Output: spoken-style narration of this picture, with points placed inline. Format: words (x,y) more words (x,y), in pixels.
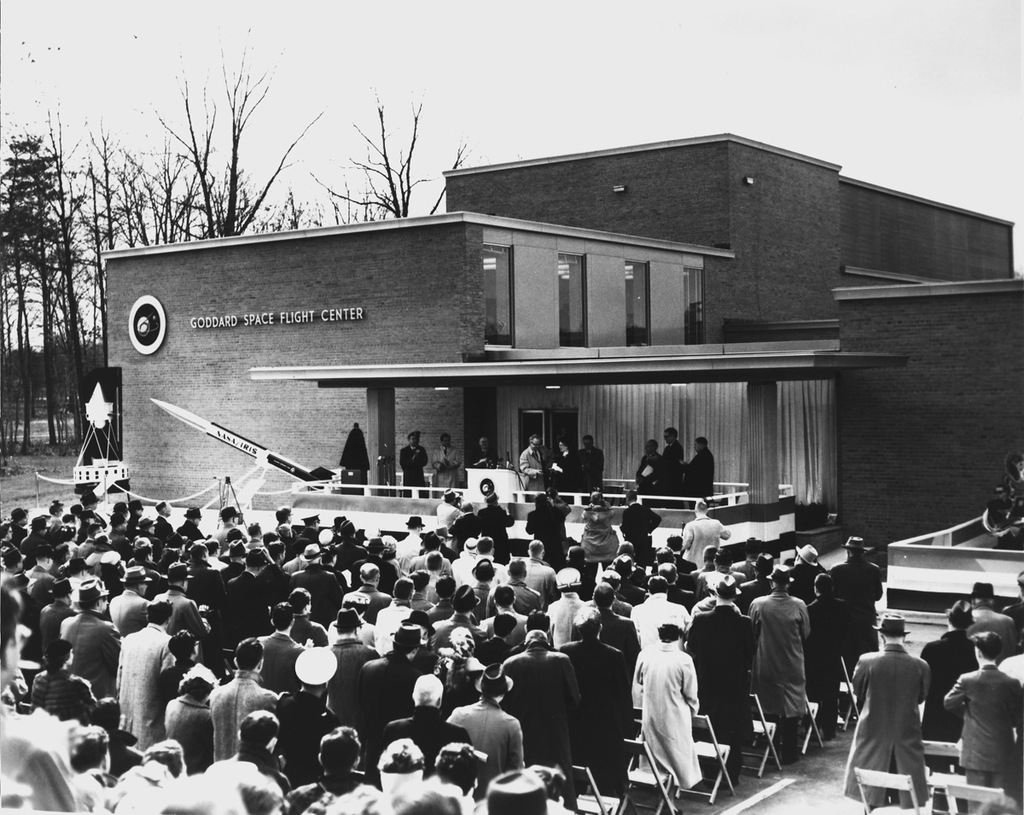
This picture is clicked outside. In the foreground (453,728) we can see the group of people (600,614) seems to be standing on the ground (816,749) and we can see the chairs (817,728). In the center (559,482) we can see the group of people (410,460) and we can see the microphones (500,466) and a podium (484,491) and some other objects (400,492) and we can see the lights (553,387), building (405,347), text (240,322) attached to the wall (431,305) of the building (369,305). In the background (376,60) we can see the sky (404,129), trees (67,293) and the dry stems (139,213) of the trees (67,439).
